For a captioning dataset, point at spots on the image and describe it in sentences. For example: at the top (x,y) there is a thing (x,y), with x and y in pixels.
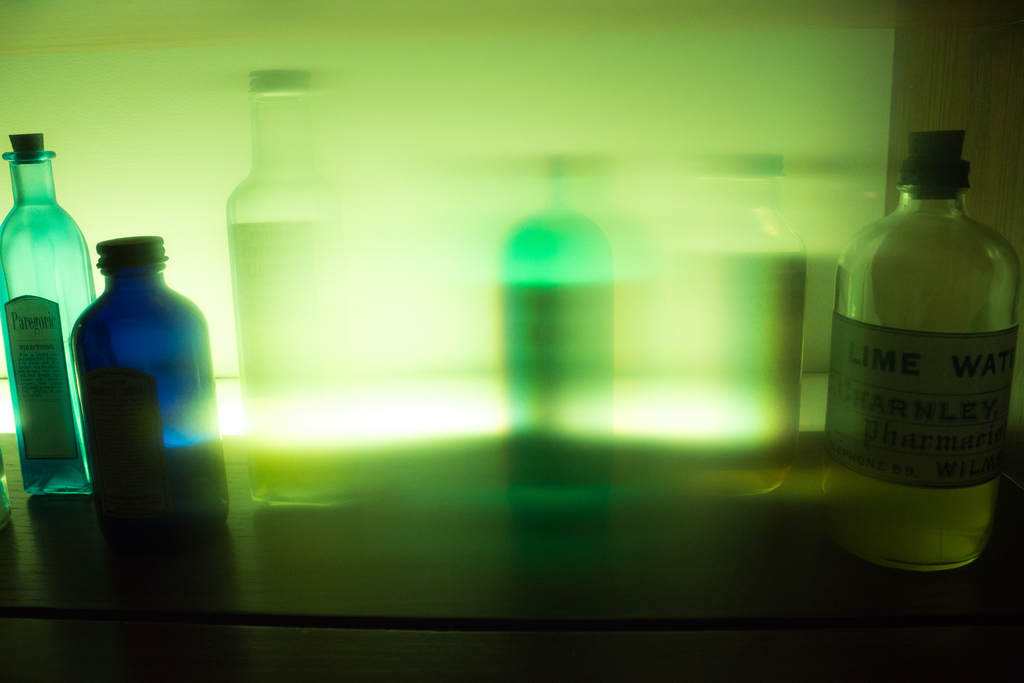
In this picture we can see couple of bottles (135,400) on the table (289,579).
